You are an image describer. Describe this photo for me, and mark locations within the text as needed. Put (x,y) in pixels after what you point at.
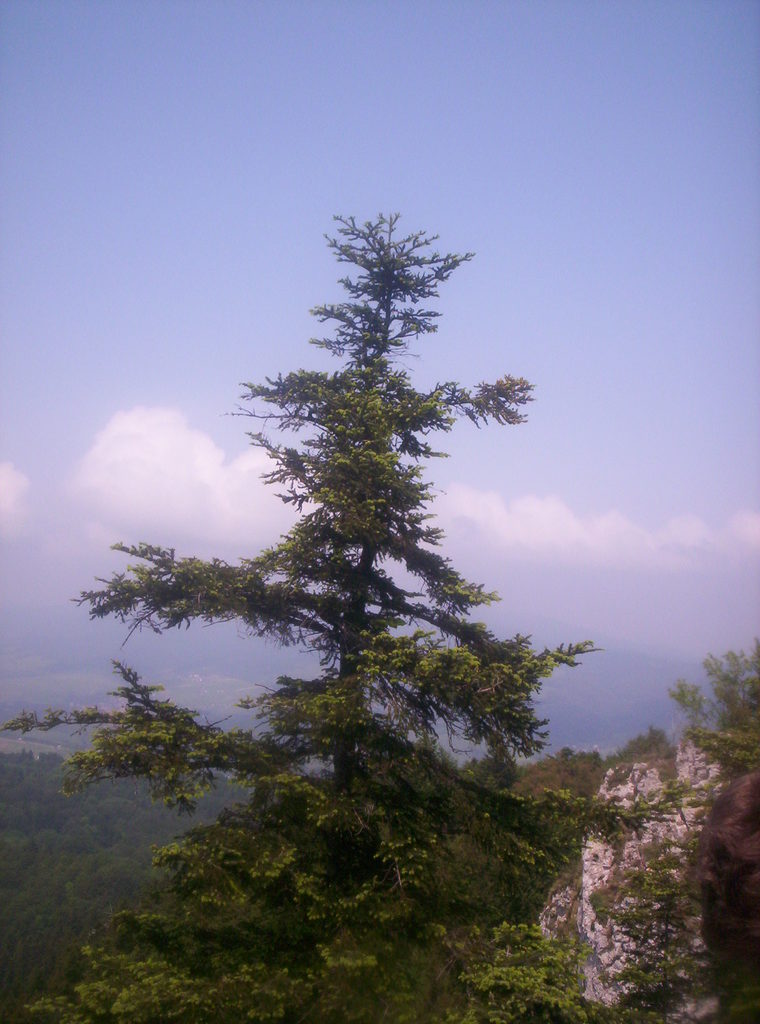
At the bottom of this image (399,923), there are trees (82,967). In the background (671,831), there are mountains (554,736) and there are clouds (141,452) in the sky (127,279).
